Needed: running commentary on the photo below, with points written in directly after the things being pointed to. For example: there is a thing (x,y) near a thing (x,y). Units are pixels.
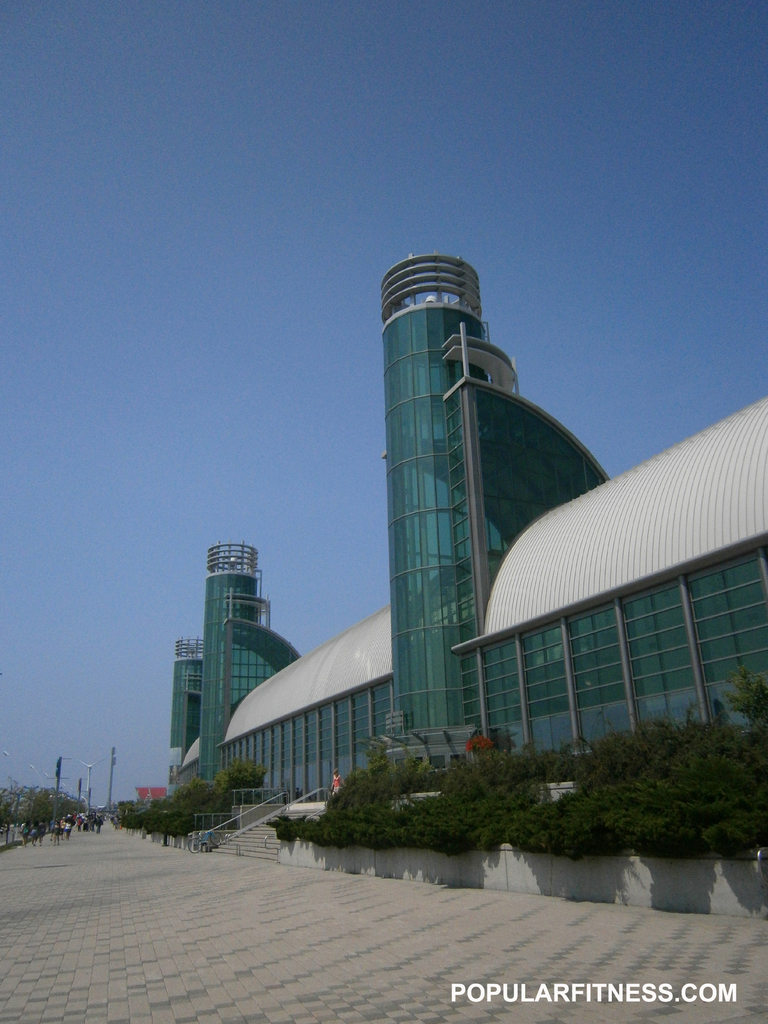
In this image there is a building (425,722). Before it there is a staircase (259,826). On both sides of it there are few plants (671,773). Left side (86,822) few persons (61,822) are walking on the cobblestone path (192,869). Behind them there are few poles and trees (37,802). Top of the image (277,341) there is sky (95,789).
